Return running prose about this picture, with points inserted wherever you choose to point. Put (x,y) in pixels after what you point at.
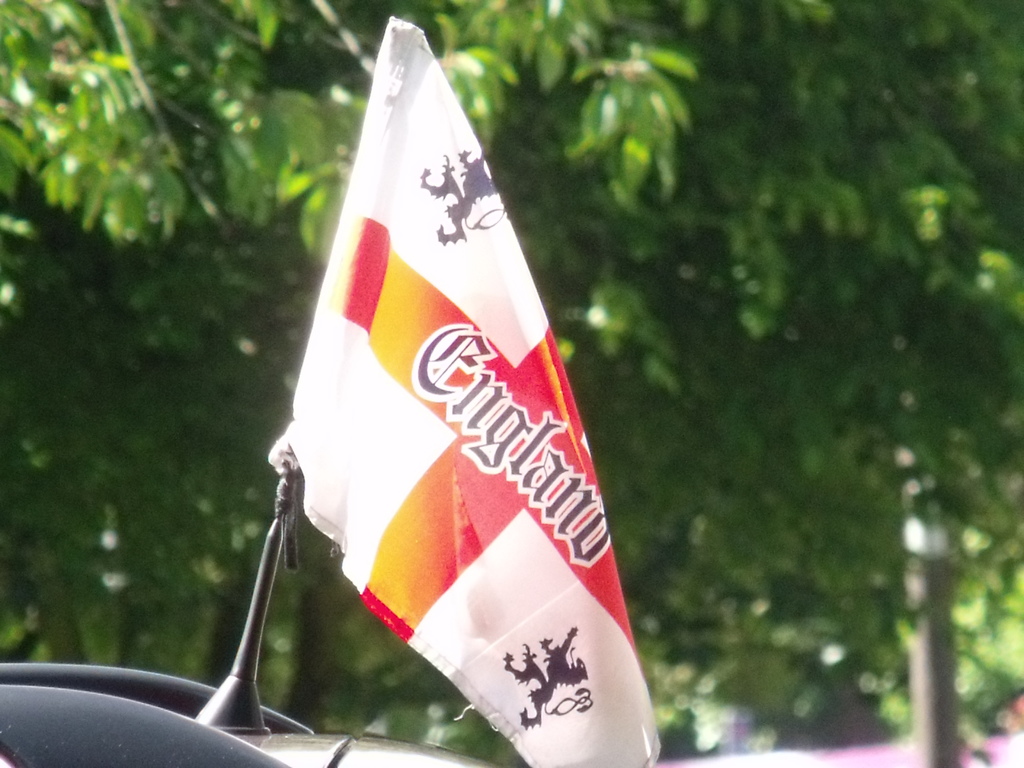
This looks like a flag (396,370) hanging. I think this is a vehicle (237,745). In the background (185,538), I can see the trees (774,179).
